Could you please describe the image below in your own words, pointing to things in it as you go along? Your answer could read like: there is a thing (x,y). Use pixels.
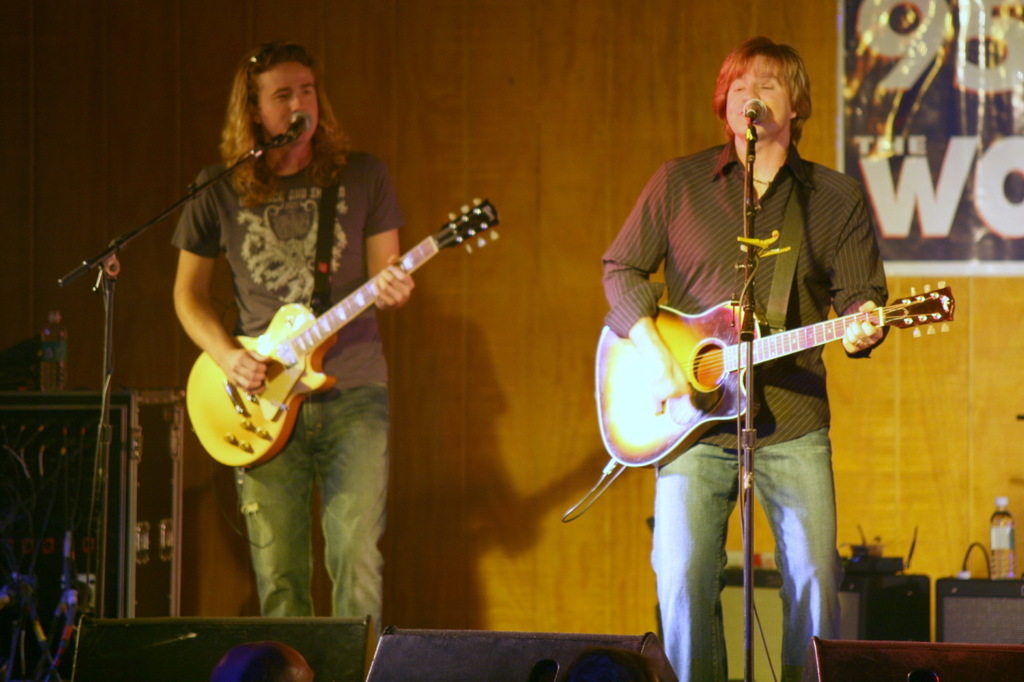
In this image two persons (621,305) are standing on the stage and holding a guitar (767,343). There are playing a musical instruments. There is a mic (748,109) and a stand (752,138). At the back side (918,481) there is a banner (976,163) and a yellow colored background (638,50). There is a water bottle (1008,568) and a speakers (544,667).
